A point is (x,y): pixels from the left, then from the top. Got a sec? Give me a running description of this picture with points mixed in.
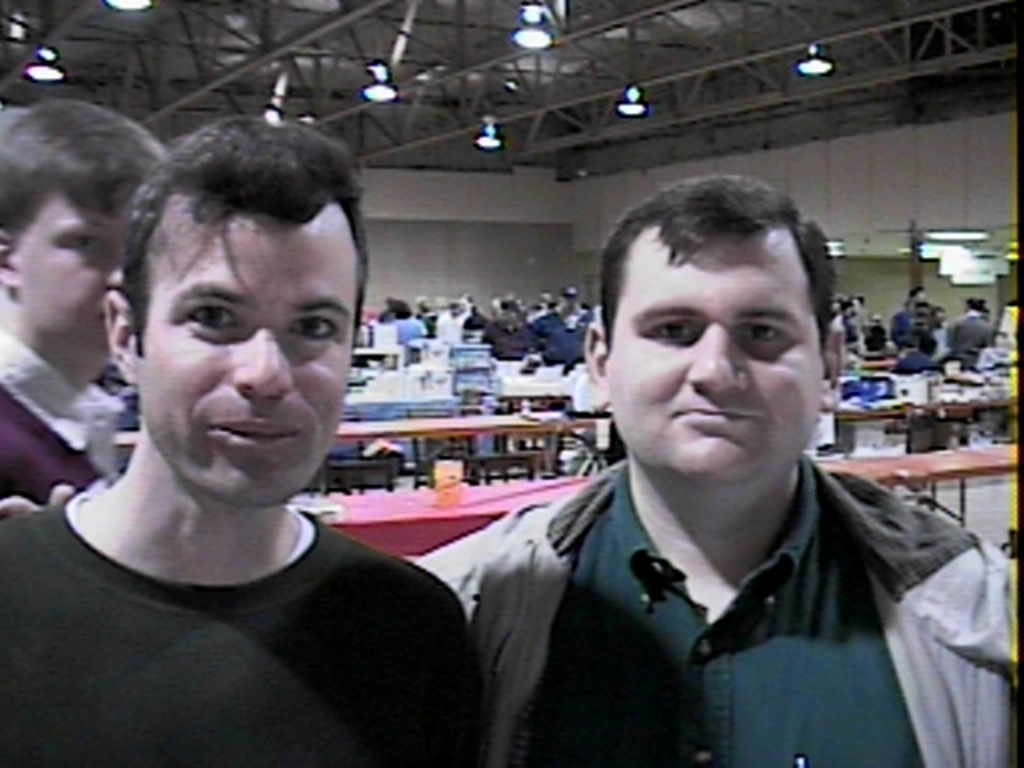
In this image we can see some people (515,542). On the backside (532,388) we can see some benches (531,461) and a group of people (564,337) standing. We can also see a wall (515,227) and a roof (455,99) with some ceiling lights (494,121).
